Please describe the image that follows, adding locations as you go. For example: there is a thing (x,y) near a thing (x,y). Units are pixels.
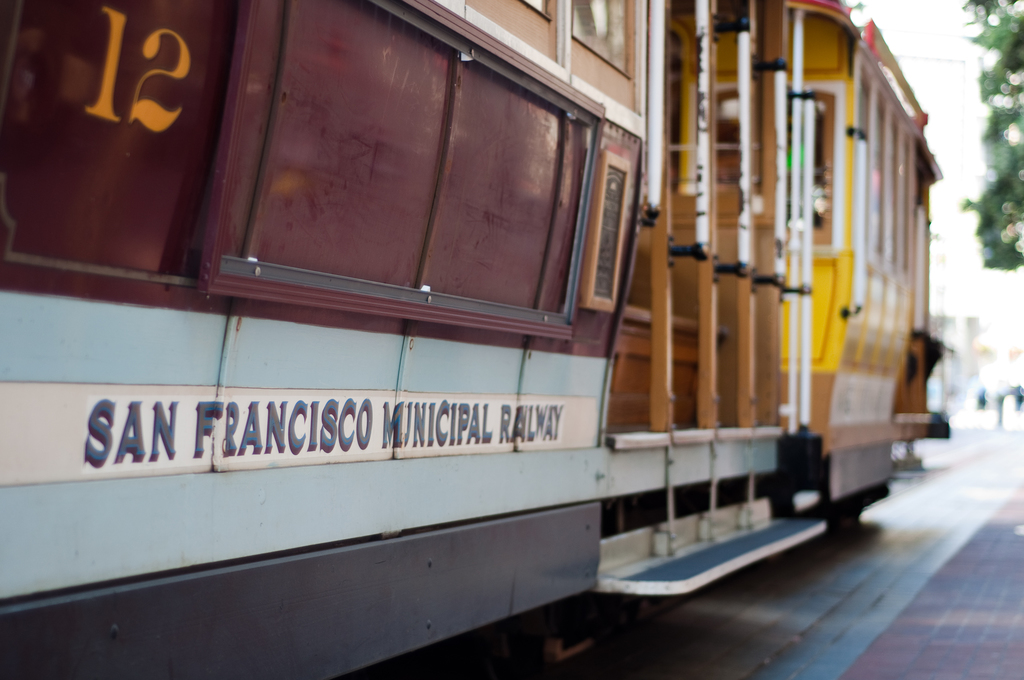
In this image, this looks like a train (704,405) with a coach (464,536). The background (978,370) looks blurry. This is the frame (610,234), which is attached to the coach (581,253).
